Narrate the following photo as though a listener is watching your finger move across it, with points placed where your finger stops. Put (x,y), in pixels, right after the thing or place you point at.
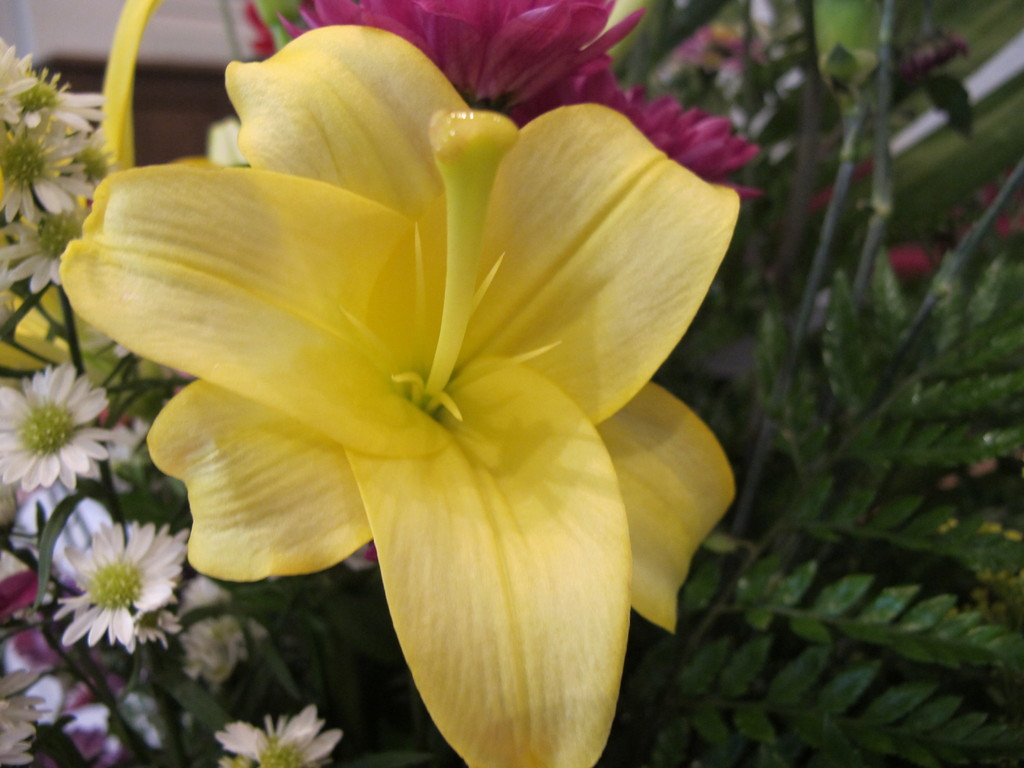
In this picture there are flowers (125,160) on the plant (839,71) and the flowers (438,526) are in white, yellow and in pink colors. At the back (47,17) it looks like a wall (88,15).
